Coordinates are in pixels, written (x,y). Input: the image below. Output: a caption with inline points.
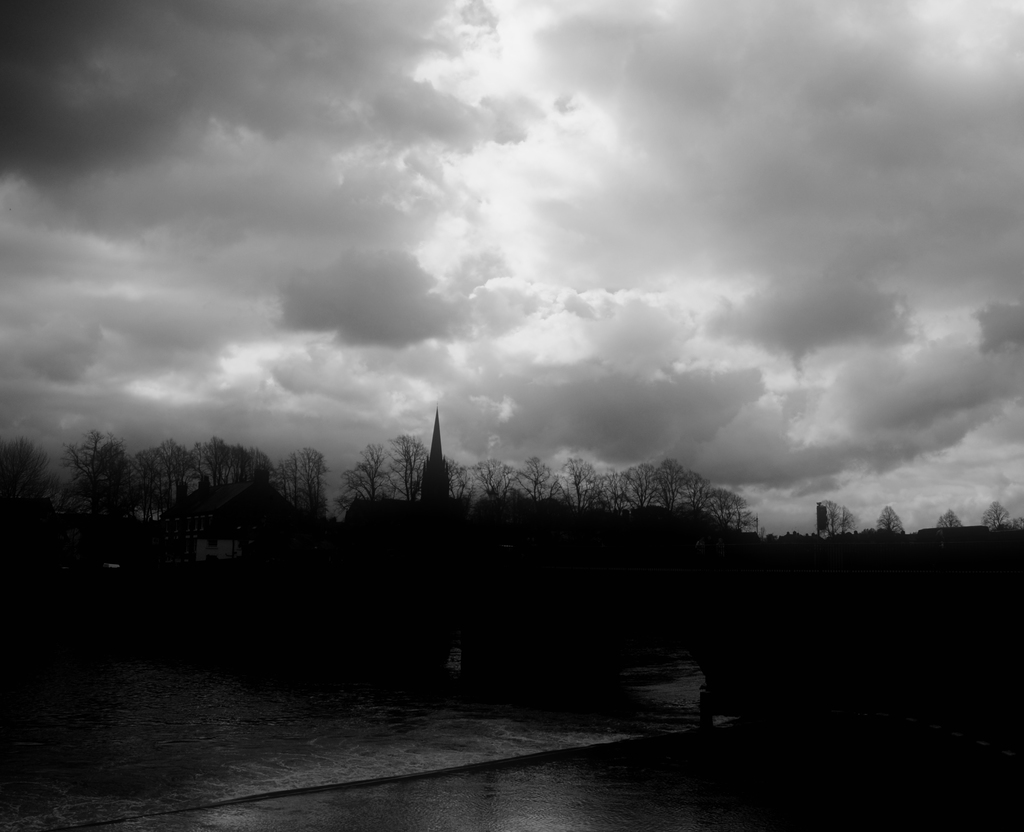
In this image we can see trees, here is the water (53,796), at above the sky (600,217) is cloudy.
